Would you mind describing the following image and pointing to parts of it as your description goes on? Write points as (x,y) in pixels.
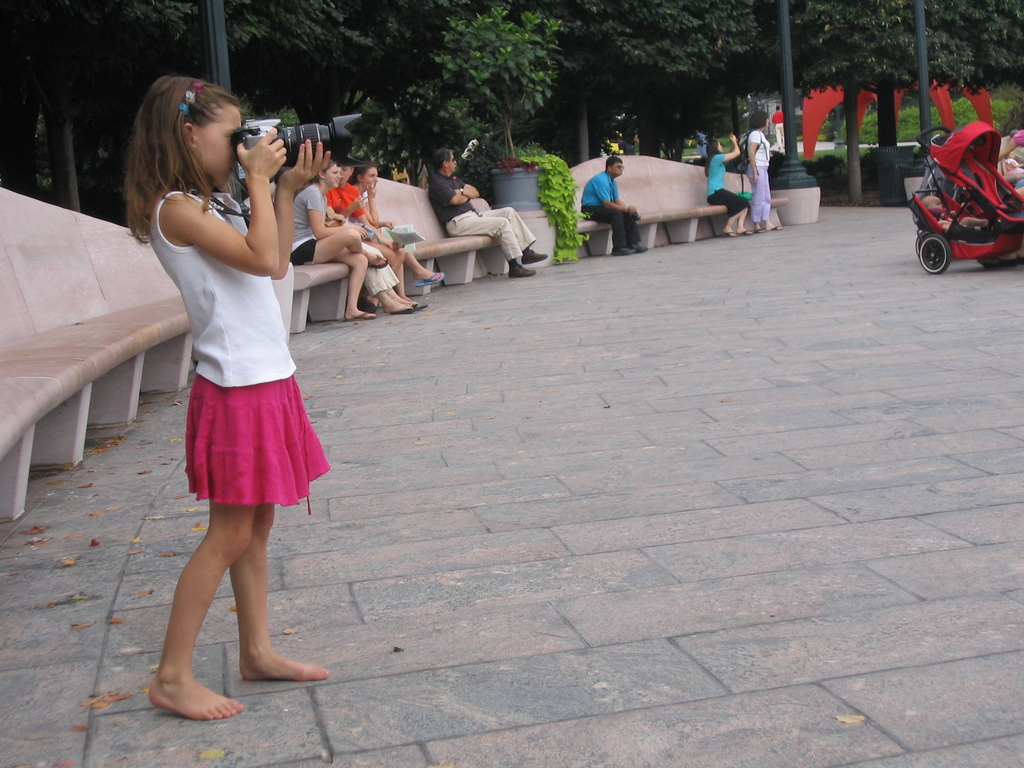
In the foreground of the picture (269,321) there is a girl (171,137) holding camera (295,150). On the right (974,229) there are people (1021,188), cart (973,206) and baby (941,219). In the center of the picture (362,257) there are people (763,179), plant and benches (665,176). In the background (389,38) there are trees (764,90), poles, plant (915,100) and other objects (806,101).
